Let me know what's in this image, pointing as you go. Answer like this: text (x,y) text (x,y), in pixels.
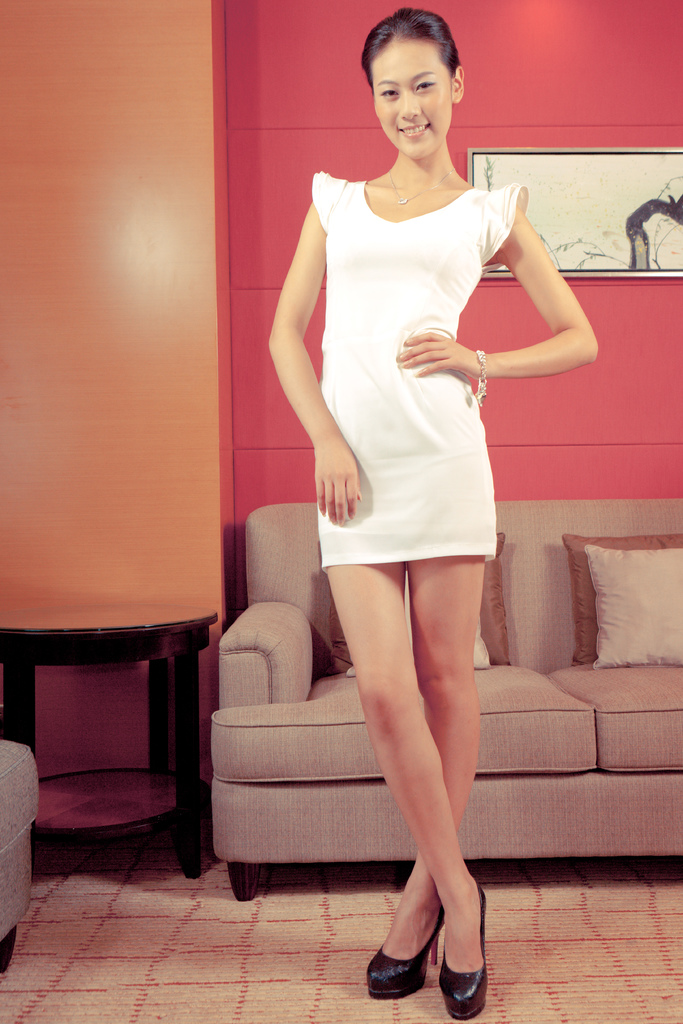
in a room (476,104) a woman (436,111) is standing near the sofa (360,830).
